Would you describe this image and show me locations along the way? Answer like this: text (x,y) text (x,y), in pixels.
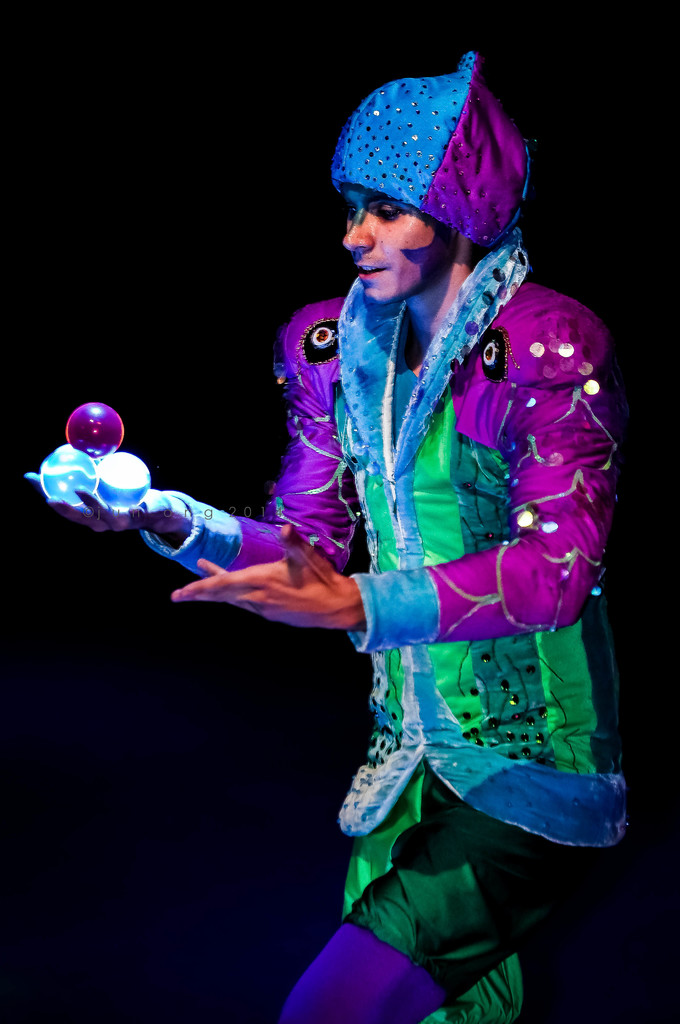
In this image I can see one person (426,695) is standing, I can see he is holding three balls (79,487). I can also see he is wearing colourful costume (342,524) and I can see black colour in the background (628,395).
